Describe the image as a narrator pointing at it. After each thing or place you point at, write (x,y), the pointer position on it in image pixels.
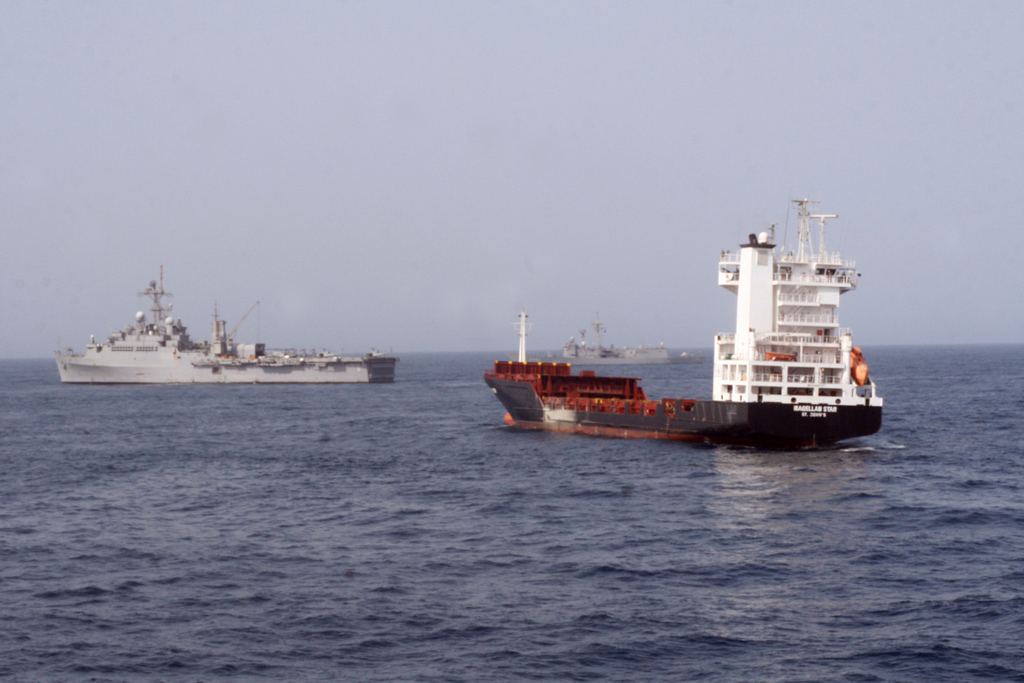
In this image, we can see ships (656,349) on the water (418,518) and at the top (376,147), there is sky (455,215).
